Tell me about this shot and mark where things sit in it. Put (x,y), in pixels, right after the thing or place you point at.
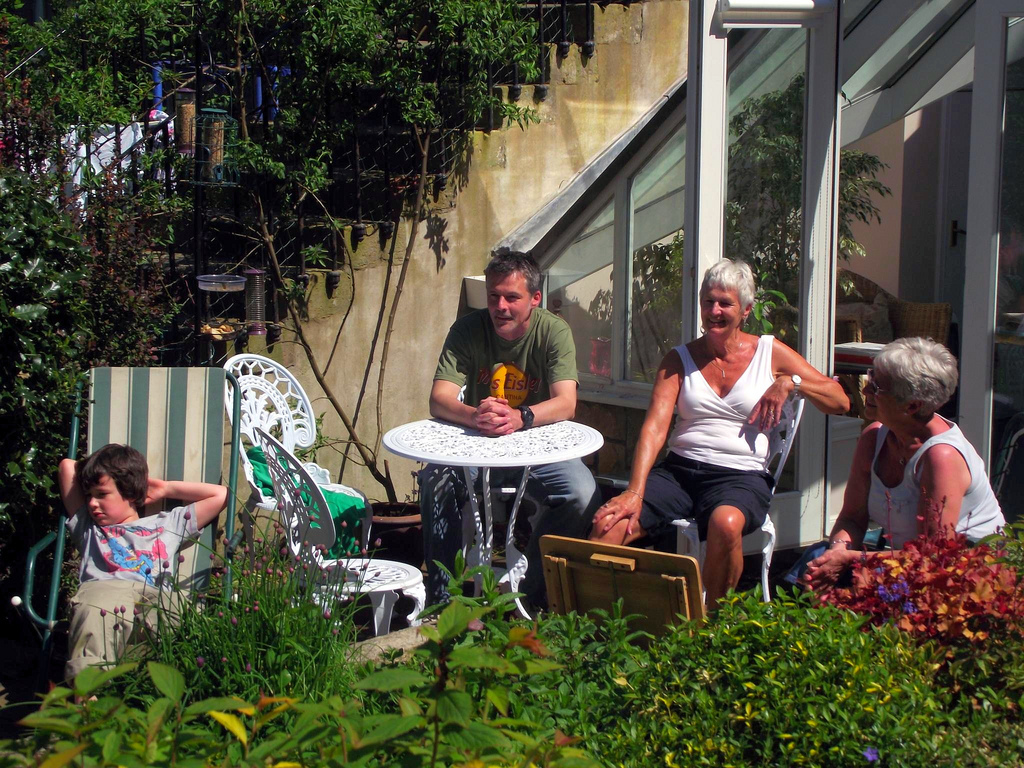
This picture describes about four people (575,475) they are seated on the chair (151,403), we can see couple of plants (862,615), table (468,476) and a house (906,95).
